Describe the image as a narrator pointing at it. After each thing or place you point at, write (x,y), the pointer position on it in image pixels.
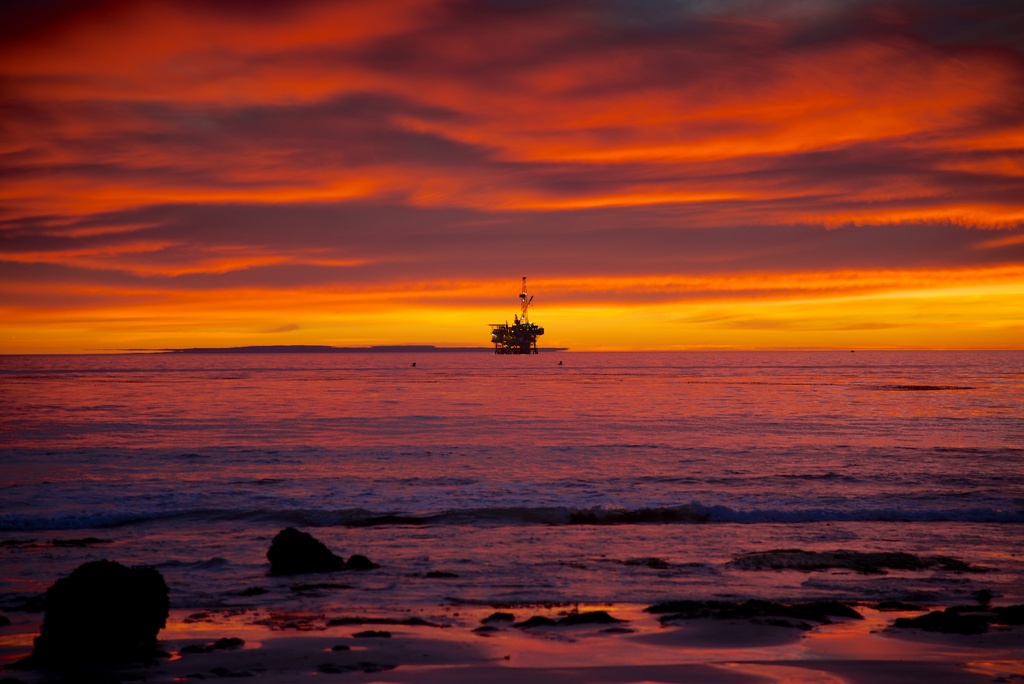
In the center of the image (505,352) an oil platform (531,329) is there. In the background of the image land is there. At the top of the image (453,123) sky (453,245) is there. At the bottom of the image (232,612) some rocks (233,640) are there.
